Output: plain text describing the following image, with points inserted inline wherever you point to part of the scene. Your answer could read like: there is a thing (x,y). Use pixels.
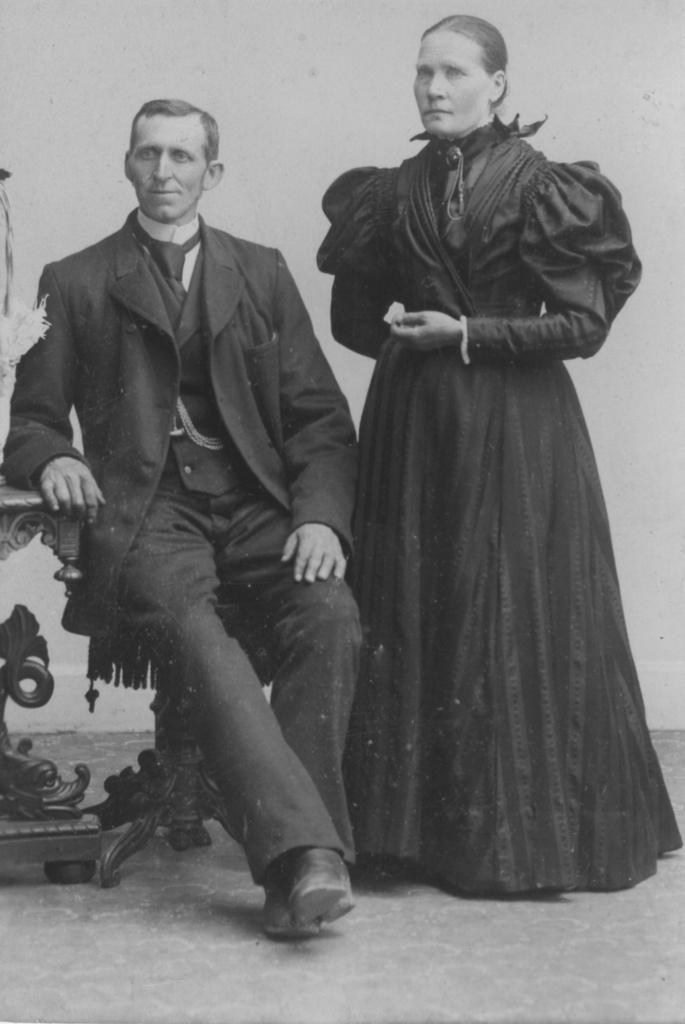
In this image I can see two people (255,406) and I can see one person (139,417) with the blazer (81,534). Among two people (123,438) one person (118,537) is sitting. To the left (35,681) I can see the table (3,513). In the back (414,101) I can see the wall (46,197). And this is a black and white image.
